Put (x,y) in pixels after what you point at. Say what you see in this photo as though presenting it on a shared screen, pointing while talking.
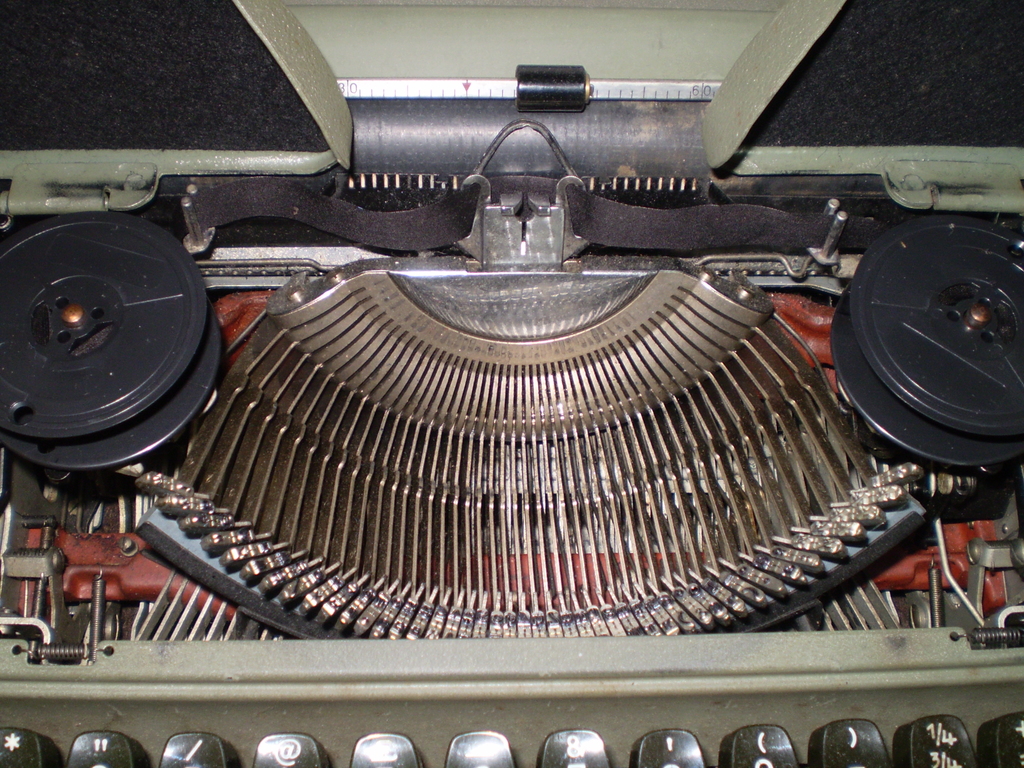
In the picture we can see a typewriter machine (587,669) with a ribbon spool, key top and some keys (0,733) which are black in color.
